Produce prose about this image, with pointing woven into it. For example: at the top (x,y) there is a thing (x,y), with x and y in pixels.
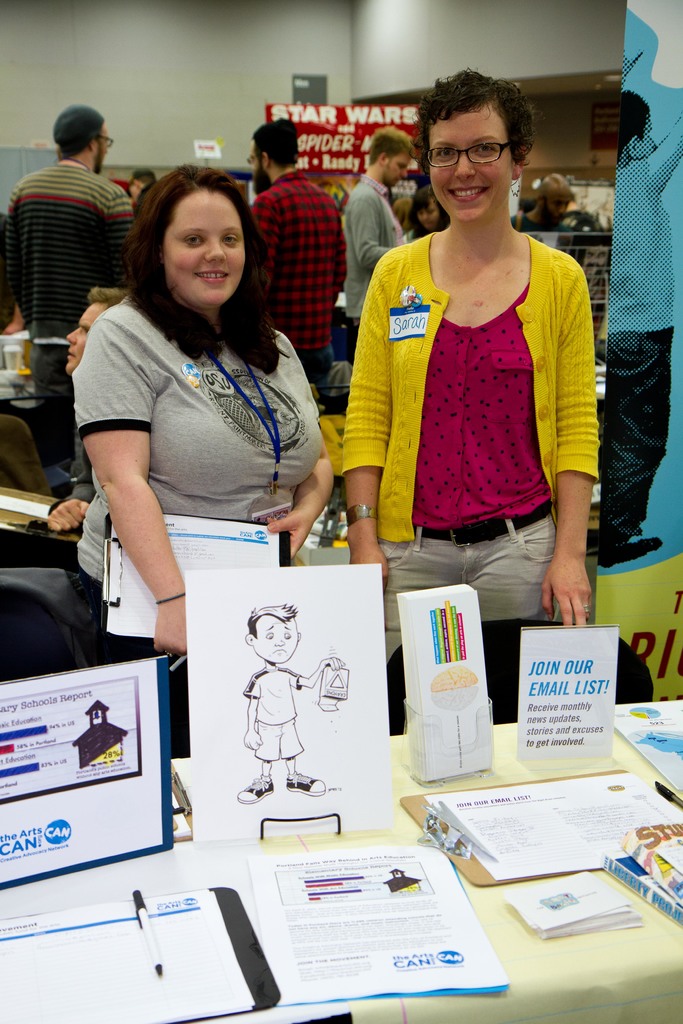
In this picture, we see two women (381,343) are standing. They are smiling and they might be posing for the photo. The woman (176,590) on the left side (205,367) is holding the papers (188,539) and a pen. In front of them, we see a table (545,965) on which papers (500,864), books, files (247,951) and white boards (540,714) are placed. On the right side (635,256), we see a board (645,501) or a banner (632,534) in blue and yellow color. Behind them, we see a man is sitting on the chair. Beside him, we see the people (259,140) are standing. In the background (302,112), we see a red color board (315,121) with some text (319,145) written on it. In the background (160,79), we see a wall (256,91).
